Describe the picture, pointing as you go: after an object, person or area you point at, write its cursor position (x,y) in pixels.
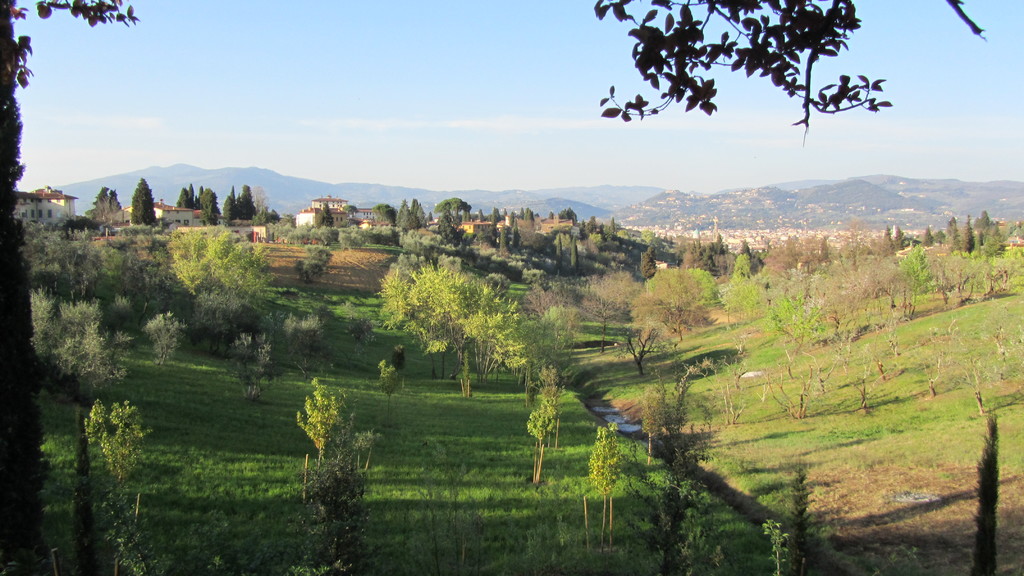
In this image, I see few buildings (59,199), lot of trees (88,217) and grass (640,387). In the background (513,193) I see the mountains (523,196) and sky (239,90).
